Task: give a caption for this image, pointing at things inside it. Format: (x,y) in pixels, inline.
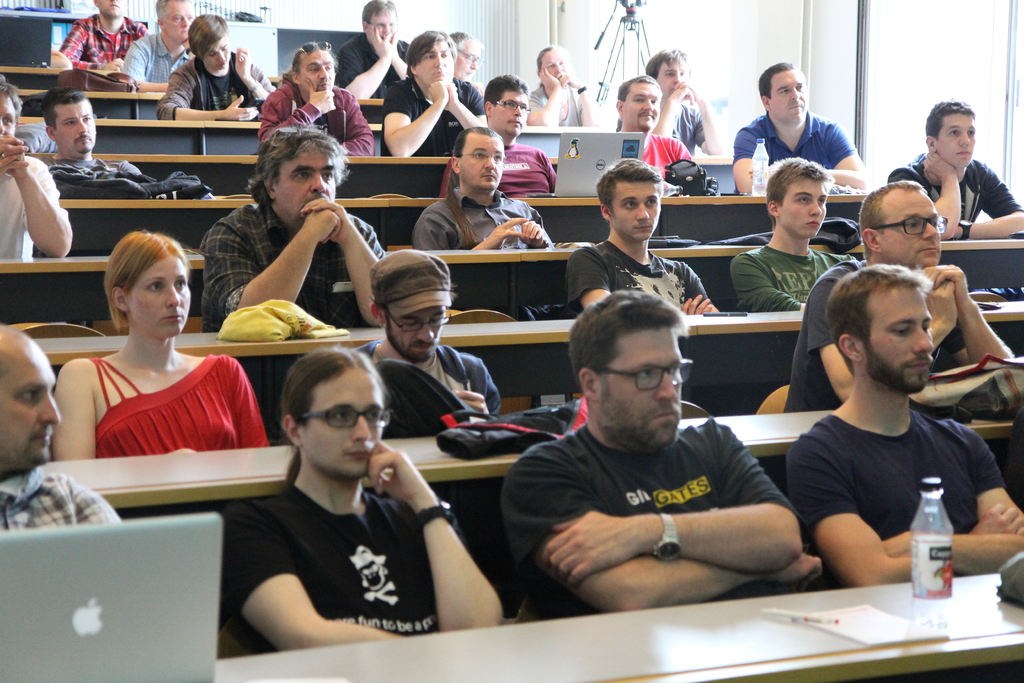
there is a room (435,329) in the picture in which many people (400,270) are sitting and listening to something, there was a laptop (119,603) in the picture, we can also see bags (401,385), bottles (935,524), papers (862,615) which are present on the tables (452,471) which are in front of them.
